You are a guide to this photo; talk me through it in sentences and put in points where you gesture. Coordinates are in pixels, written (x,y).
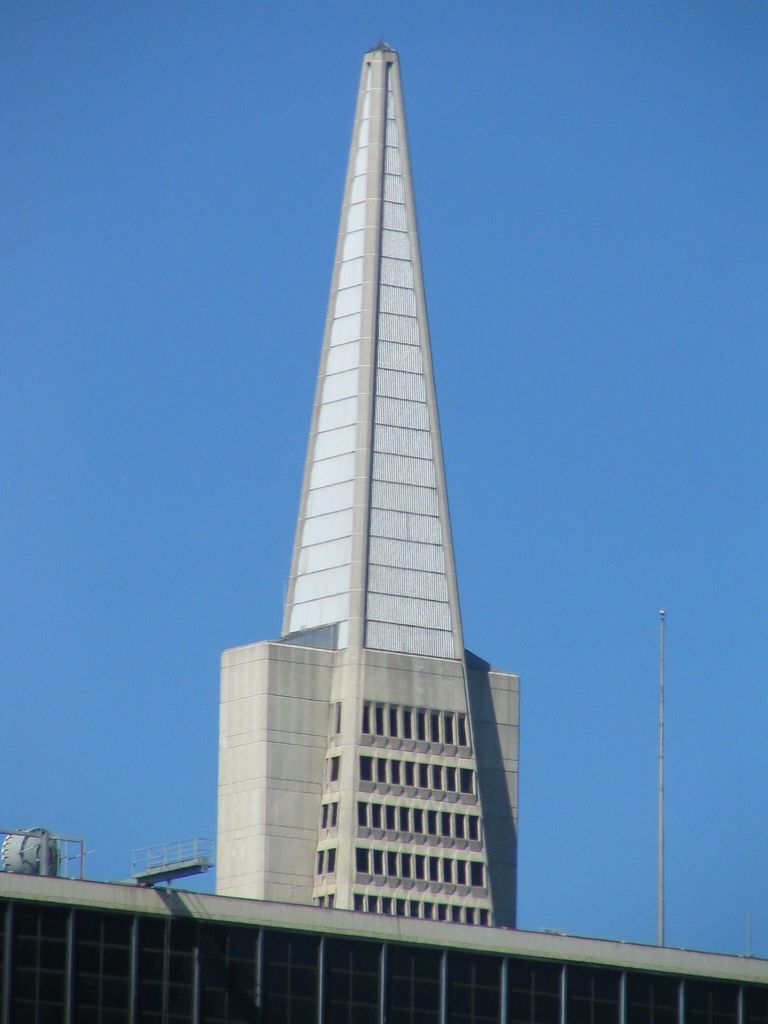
In this image, we can see the tower (401,603), walls (478,749) and pillars (374,760). At the bottom of the image (502,1014), we can see pillars (502,998), railings (188,853), pole (661,899) and cylindrical shape object (32,855). In the background (251,208), there is the sky (206,574).
